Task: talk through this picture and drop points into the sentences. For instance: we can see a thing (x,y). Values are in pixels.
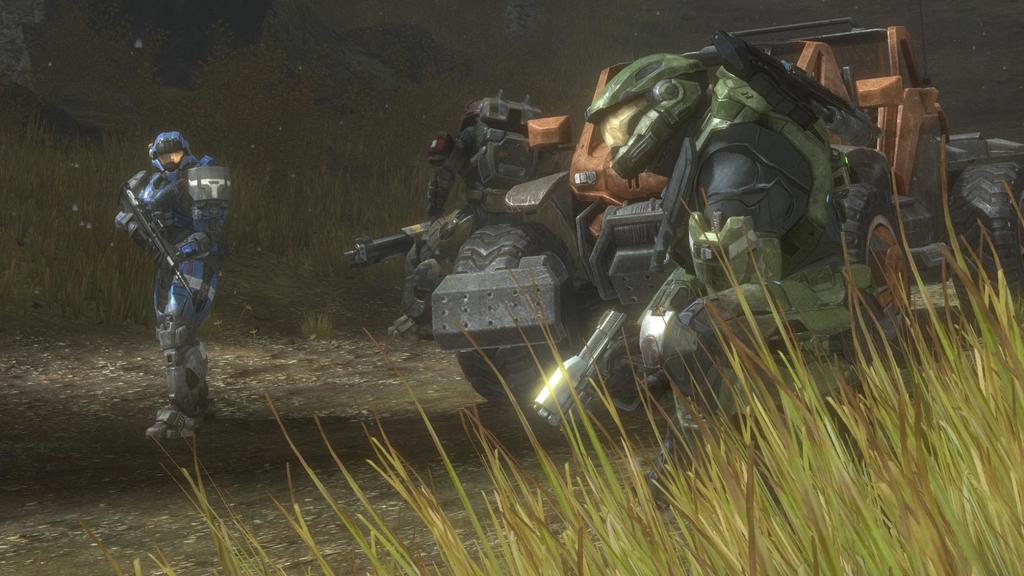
In this image I see an animated picture and I see a vehicle (468,239) and 3 robots (431,220) and I see the grass (746,345) and it is black in the background (381,101).
